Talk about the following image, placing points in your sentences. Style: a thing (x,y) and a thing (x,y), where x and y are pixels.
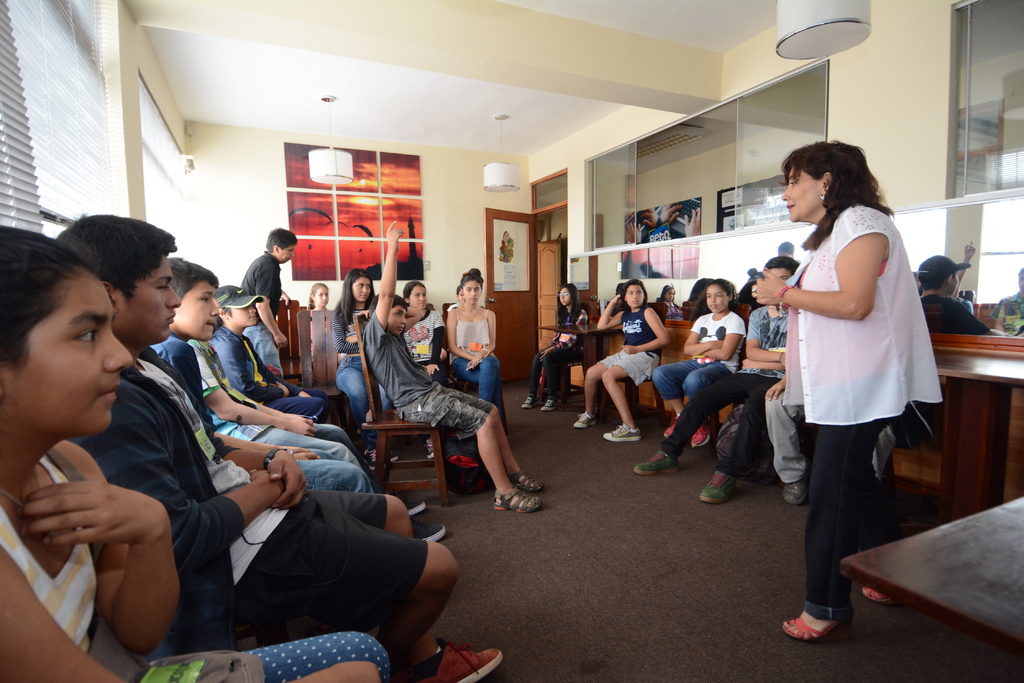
In this picture I can see few people (214,433) seated on the chairs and I can see a woman (790,358) standing and few lights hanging to ceiling (395,105) and I can see blinds (77,114) to the windows (64,113) and I can see couple of posters (686,206).
